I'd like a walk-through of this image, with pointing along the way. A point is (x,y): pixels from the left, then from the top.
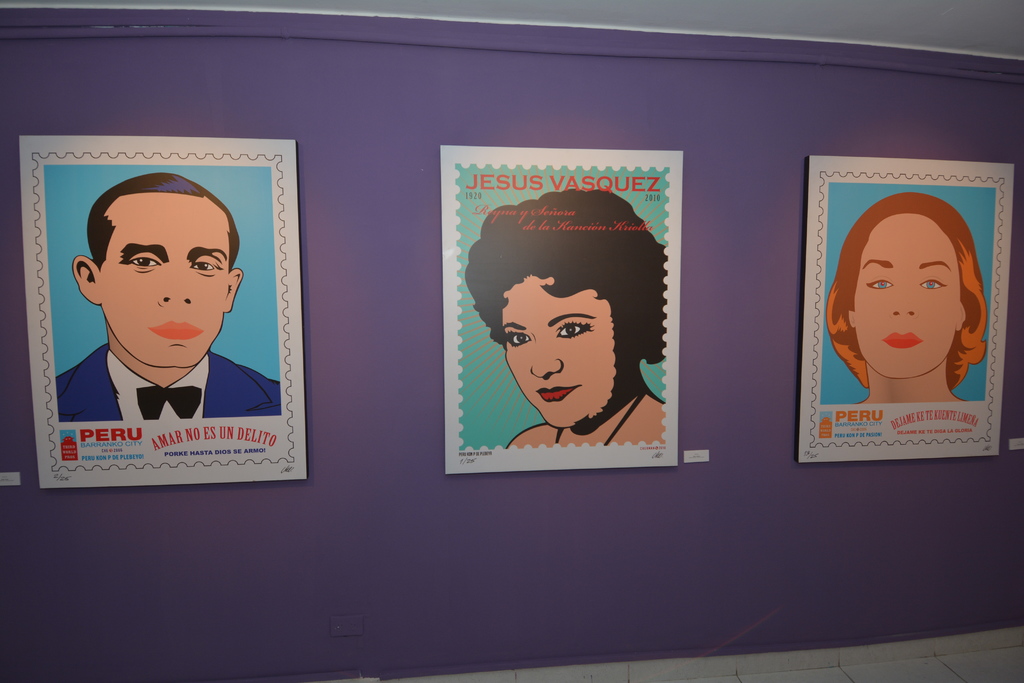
In the image we can see there are animation posters (497,388) of people (907,357) kept on the wall (583,546).
